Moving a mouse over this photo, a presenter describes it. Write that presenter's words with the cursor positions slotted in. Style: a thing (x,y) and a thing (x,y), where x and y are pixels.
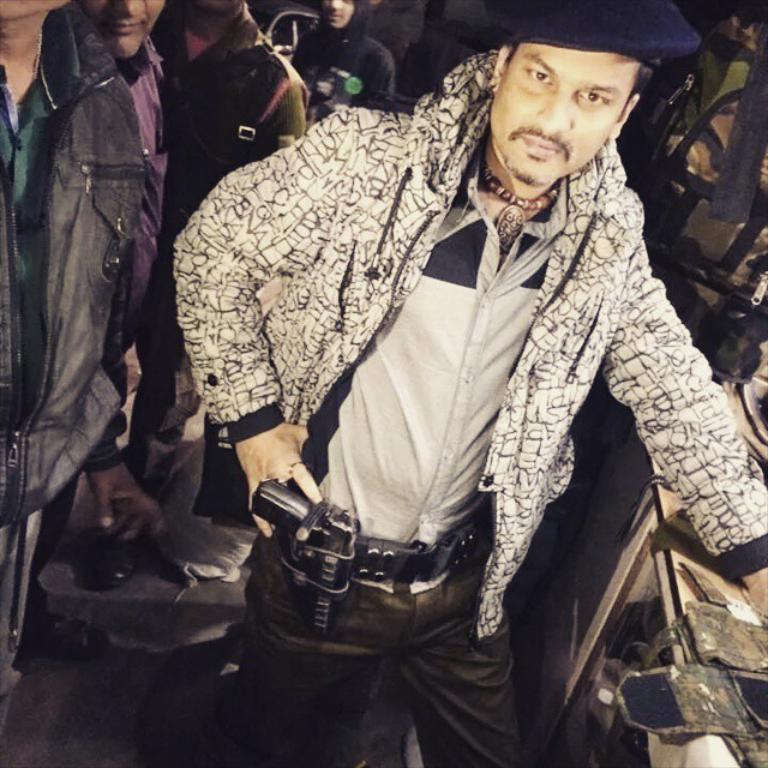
In this picture we can see a man (265,659) wore a cap (648,53), jacket (460,147) and standing on the floor (75,681), gun (291,509) and at the back of him we can see some people (261,97) and some objects (763,249).
